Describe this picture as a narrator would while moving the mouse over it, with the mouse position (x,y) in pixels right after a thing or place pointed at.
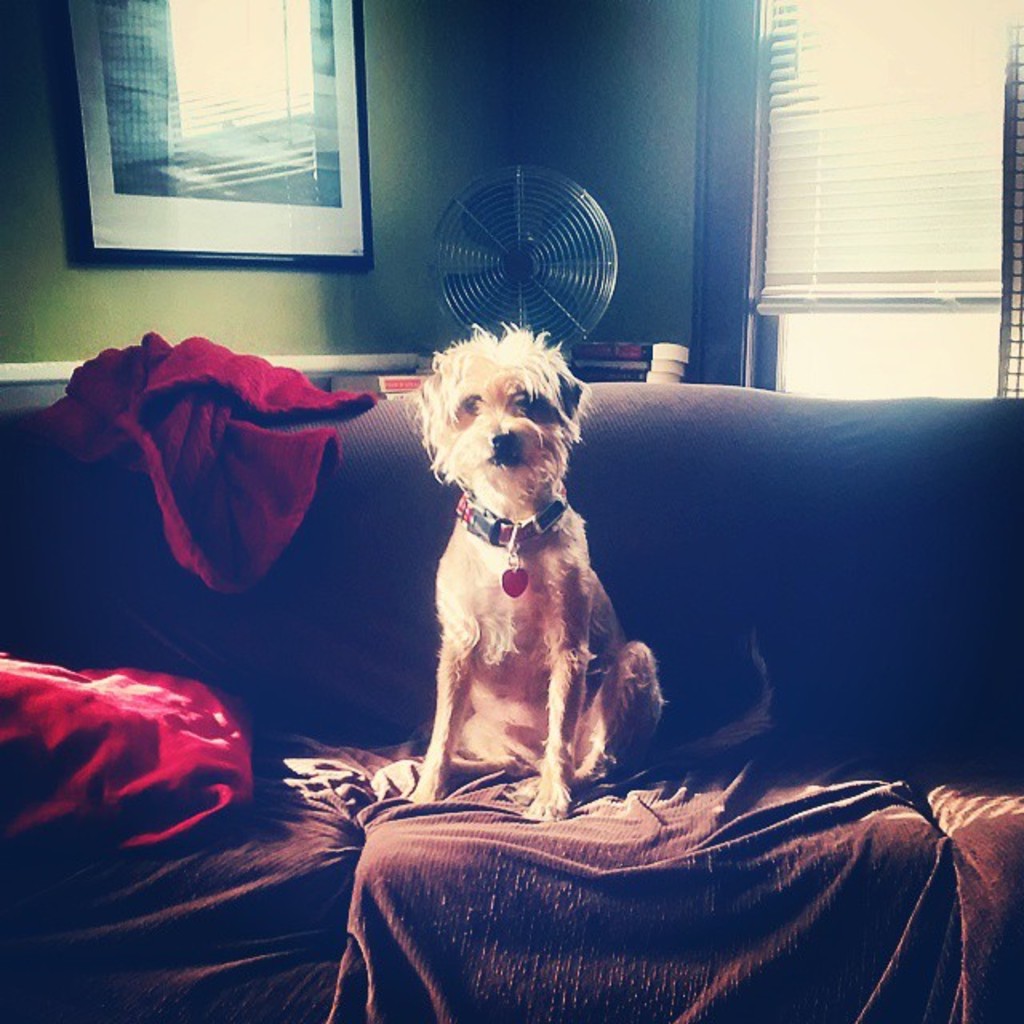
This image is clicked inside a room (307,355). There is a photo frame (231,156) at the top (322,13). There is a window blind (786,153) on the right side (800,264). There is a table fan (513,271) in the middle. There is a sofa (612,494) in the middle (367,485). On that there are some clothes (320,778). There is a dog (577,607) sitting on that sofa (359,735).
